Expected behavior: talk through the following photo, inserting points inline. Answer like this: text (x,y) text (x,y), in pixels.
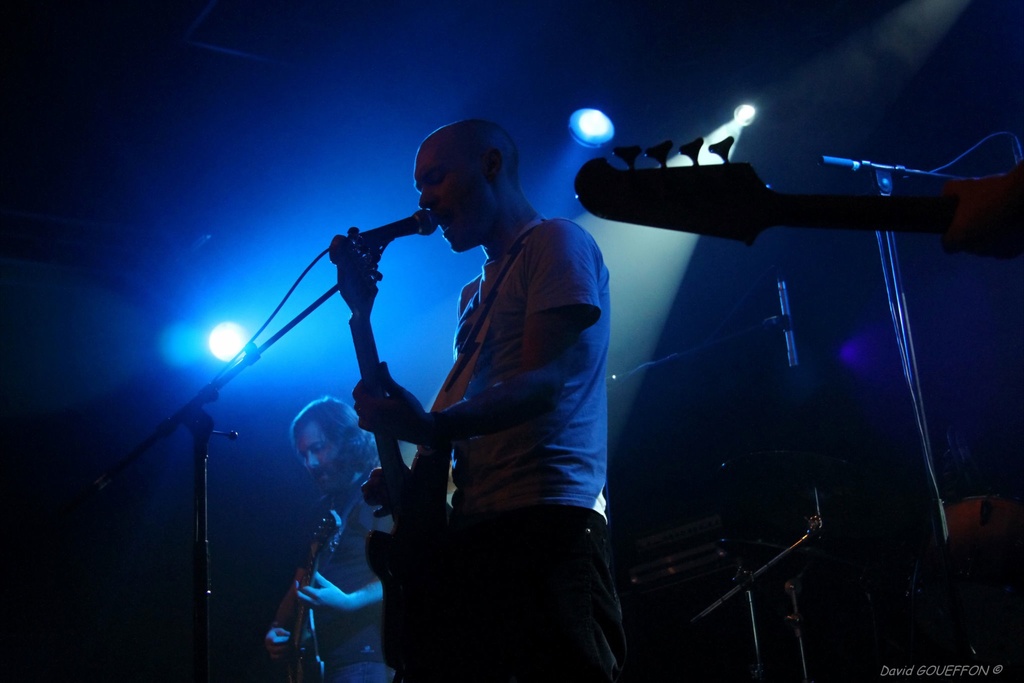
The two persons (422,421) are standing on a stage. They are playing a musical instruments (368,270). We can see in the background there is a light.
